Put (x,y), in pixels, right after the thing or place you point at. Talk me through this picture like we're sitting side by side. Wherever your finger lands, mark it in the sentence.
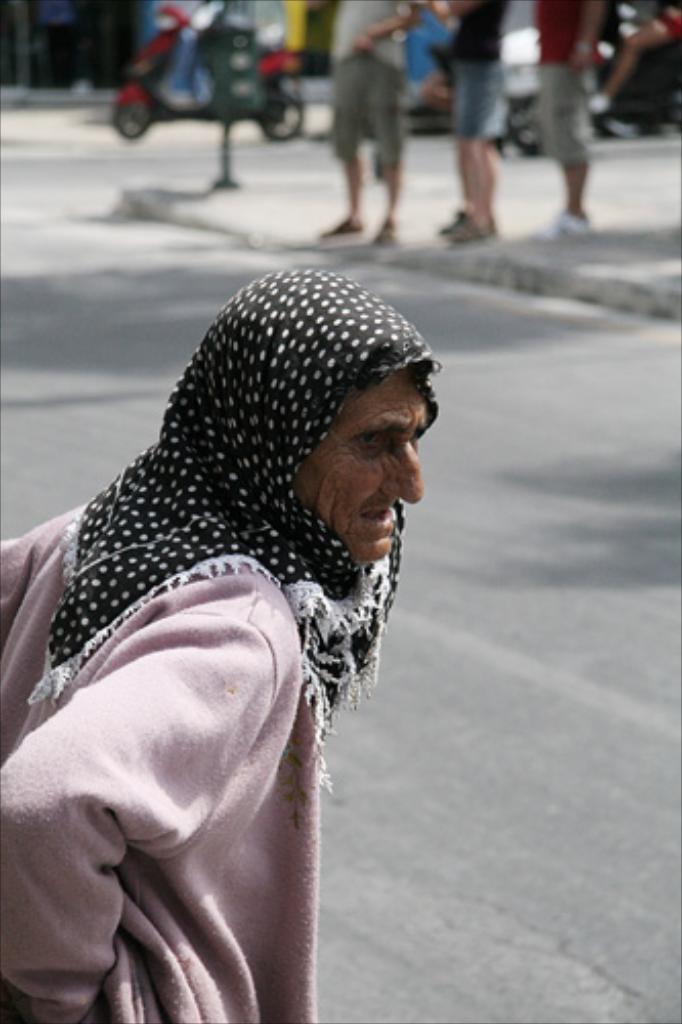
In this image, on the left (170,885) there is a person (321,733) wearing a jacket (237,805), scarf (254,535). At the top (483,173) there are people (472,159), vehicles (151,63), pole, road (165,348).
